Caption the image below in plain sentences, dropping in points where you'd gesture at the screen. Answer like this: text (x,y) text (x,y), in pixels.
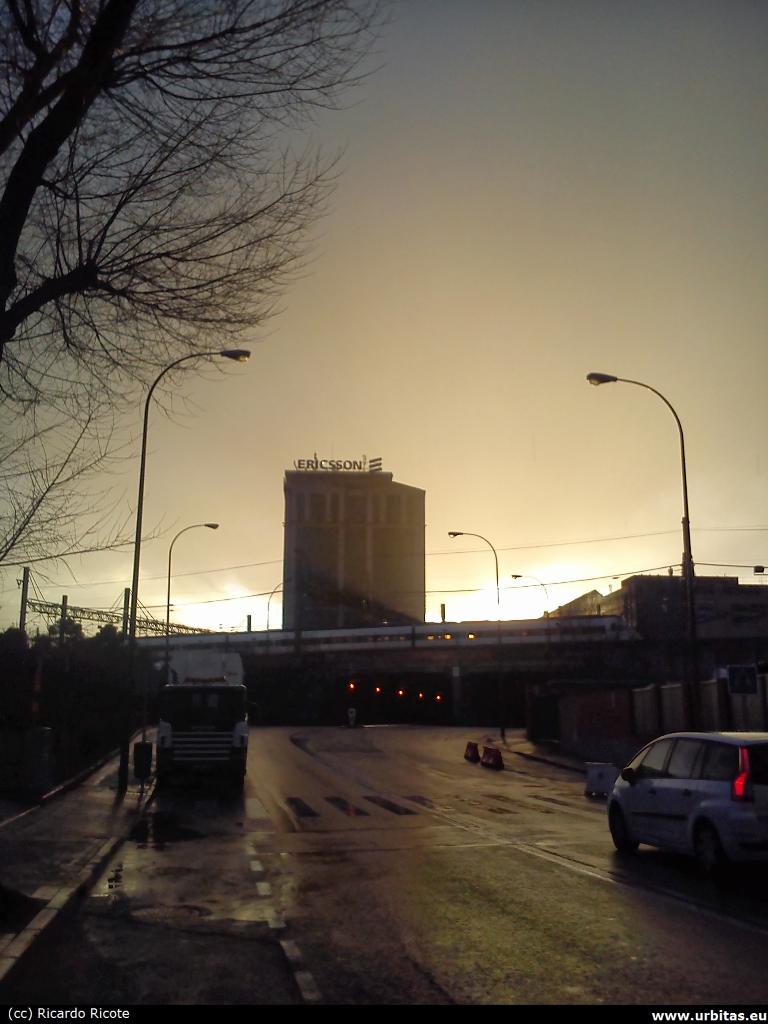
This picture is taken on the wide road (579,816). In this image, on the left side (215,704), we can see a vehicle (241,752) which is placed on the road (235,820), footpath (114,759), trees (78,437), street light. On the right side (758,841), we can see a car (753,850) which is moving on the road (732,910), few boards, wall (732,721), street light (693,617). In the background (643,642), we can see a bridge (477,642), building (694,608), street light (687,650), electric wire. At the top (554,73), we can see a sky (557,117), at the bottom (421,829), we can see a road (390,815) and a footpath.
